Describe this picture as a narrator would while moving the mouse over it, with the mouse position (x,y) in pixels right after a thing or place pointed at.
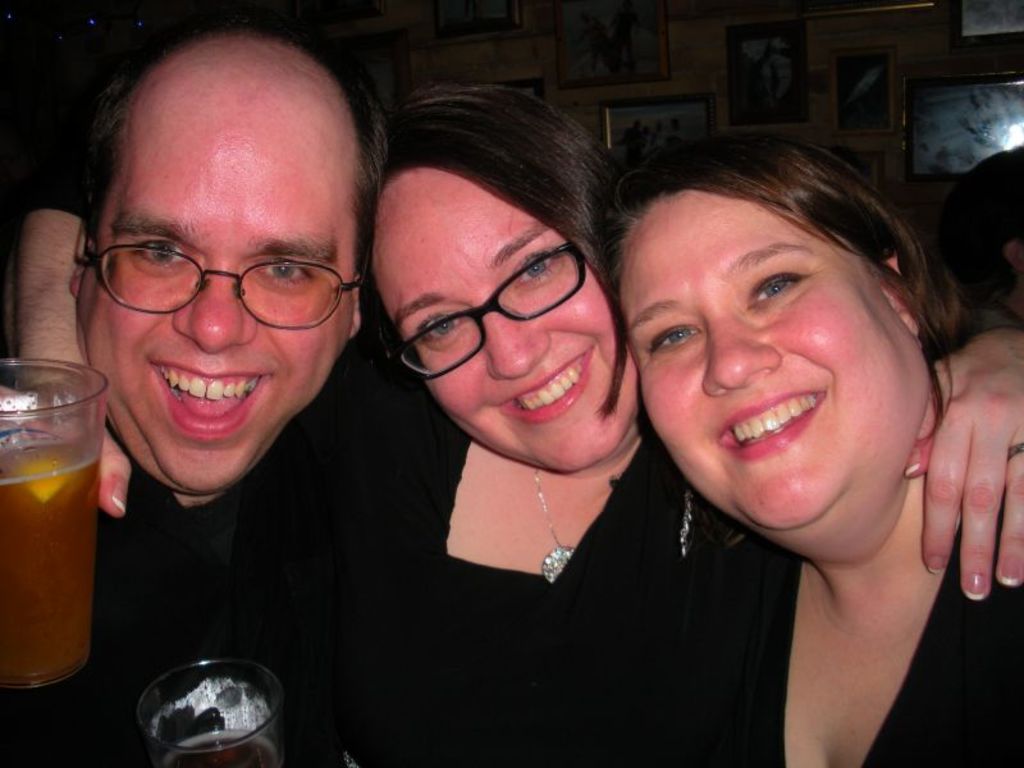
In this image we can see people (535,522) sitting and smiling and one of them is holding a beverage tumbler (88,497) in the hands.
